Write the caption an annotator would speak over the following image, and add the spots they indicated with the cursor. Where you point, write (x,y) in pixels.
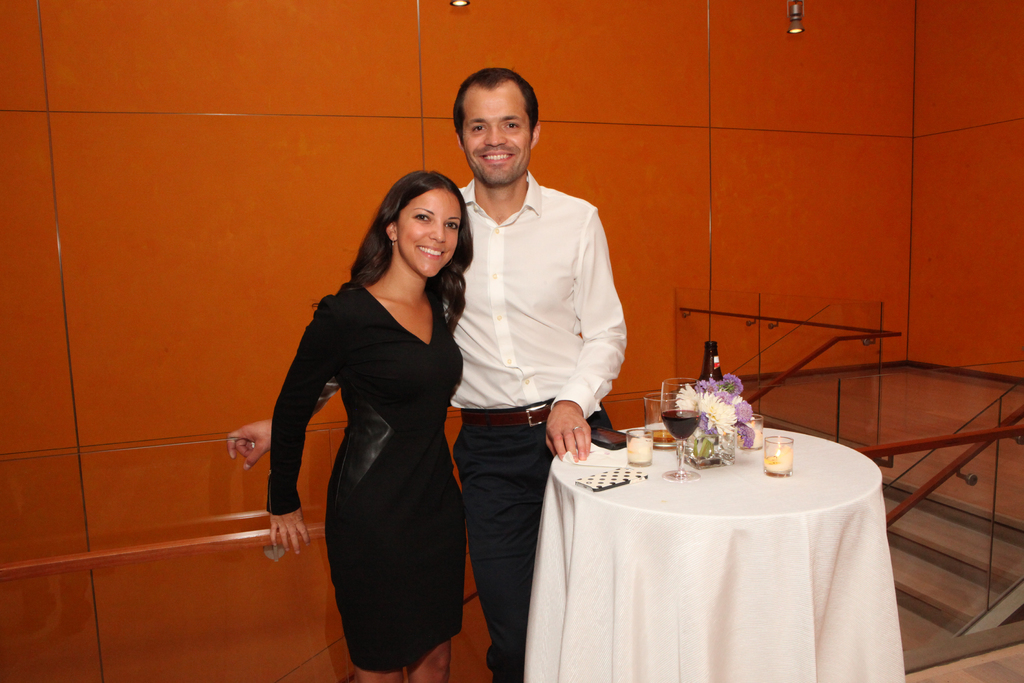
Here we can see a man (512,121) is standing on the floor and smiling, and at beside a woman (411,352) is standing and smiling, and in front (749,440) here is the table (737,464) and glass (673,430) and bottle (708,360) and flower vase (727,396) and some other objects (751,427) on it, and here is the wall (431,112).
